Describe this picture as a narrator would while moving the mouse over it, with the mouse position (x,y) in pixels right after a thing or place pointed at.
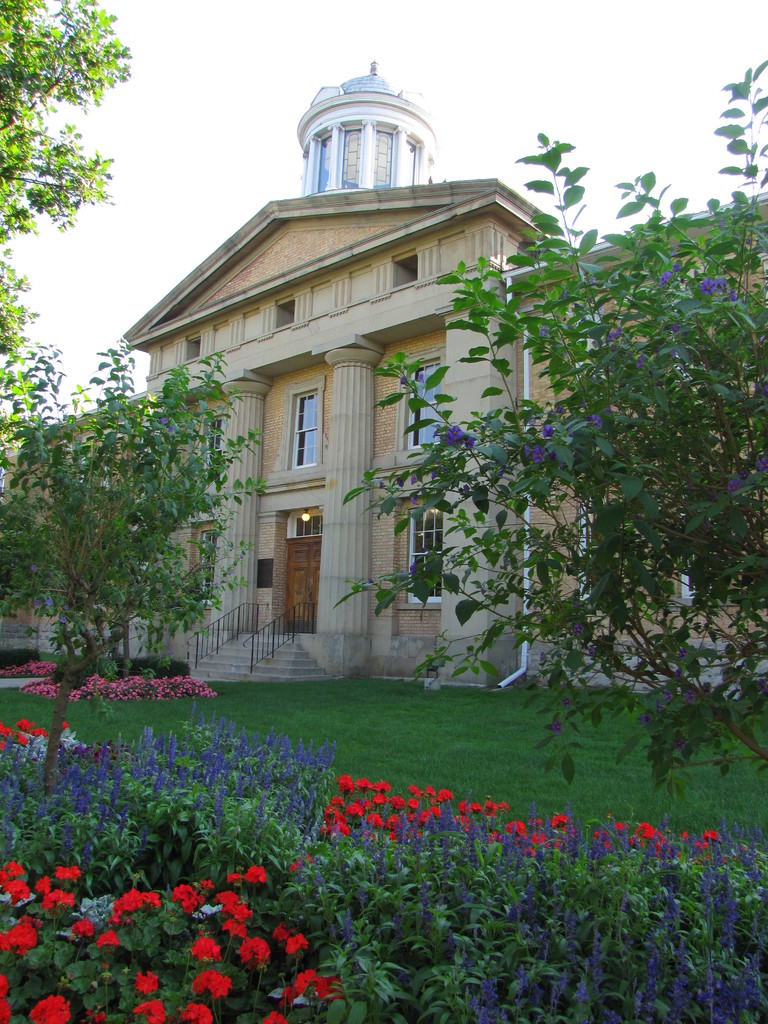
We can see flowers (213,950), plants (72,983), grass (438,701) and trees (89,17) and we can see building (269,456), pillars (336,169), windows (418,434) and sky (225,69).
